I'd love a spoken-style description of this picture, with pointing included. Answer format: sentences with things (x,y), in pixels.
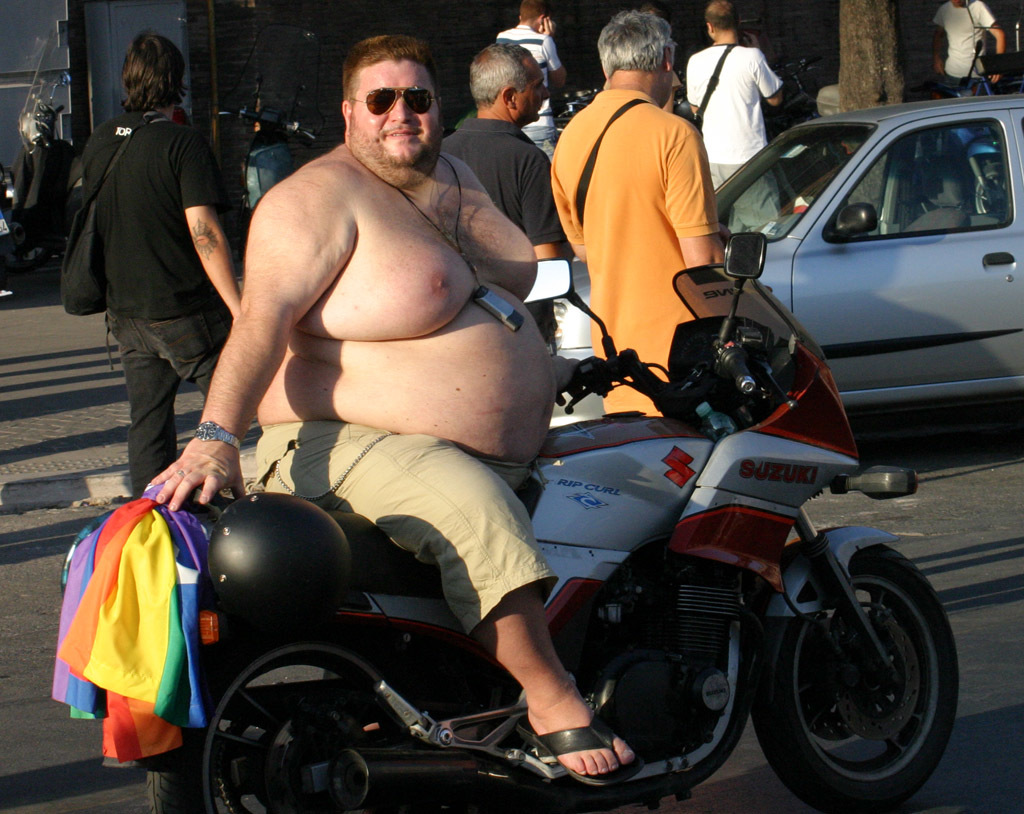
In this image i can see a man (334,353) sitting on bike (582,484) at the back ground (616,157) i can see few other people (605,140) walking on road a car (807,192) and a wall (460,57).
